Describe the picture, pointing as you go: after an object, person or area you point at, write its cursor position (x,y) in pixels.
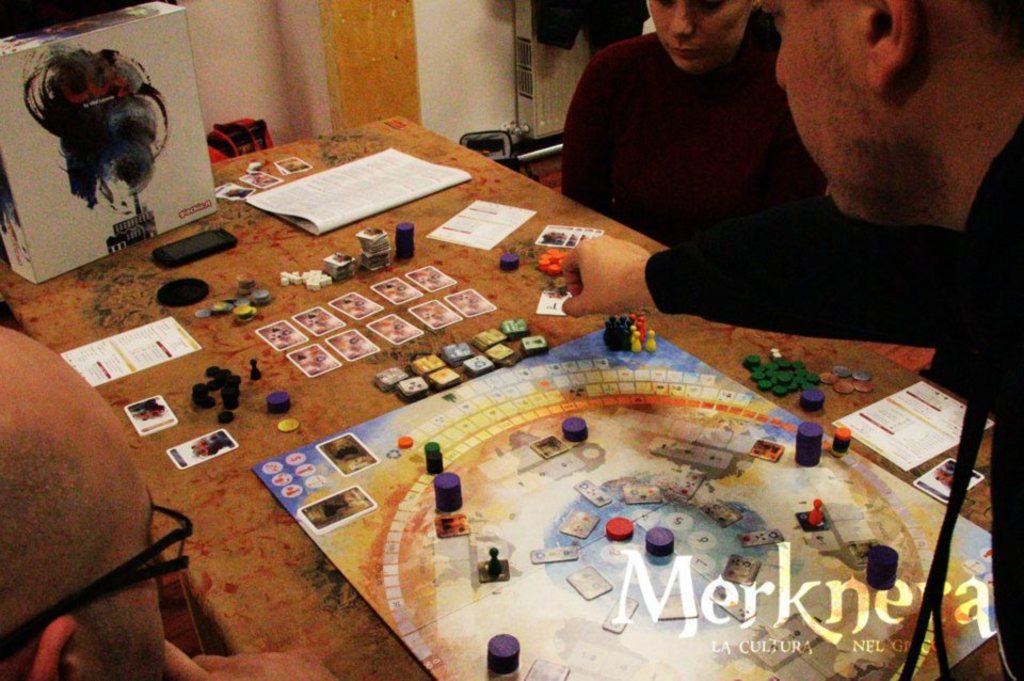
In this image we can see a group of people (630,178) sitting in front of a table (841,343) which contains board games (693,644), books (338,170), a phone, a box (161,198) and a few other objects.
